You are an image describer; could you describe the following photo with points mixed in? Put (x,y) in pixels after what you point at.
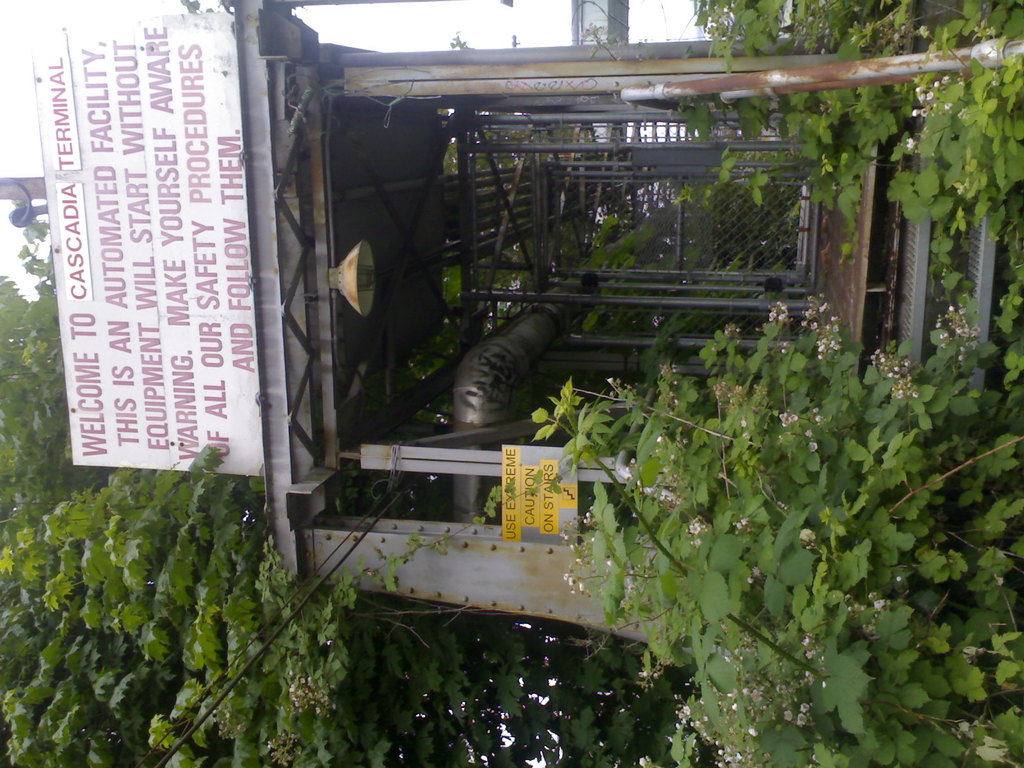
This image is taken outdoors. In this image there is a metal structure (477,195) and there is a board (158,376) with a text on it and there are many trees (244,505) and plants (186,588).
